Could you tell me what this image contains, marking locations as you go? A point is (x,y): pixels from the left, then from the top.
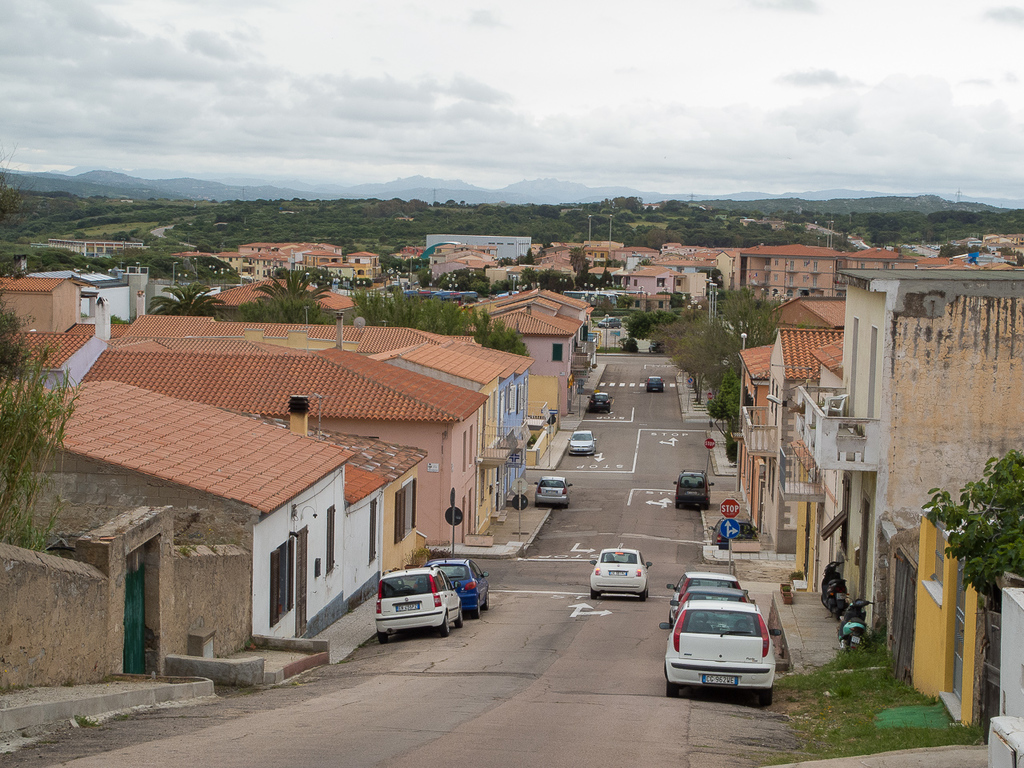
Here in this picture, in the middle (628,443) we can see a road (657,704) present and we can see number of cars (629,561) present on the road (618,435) and beside the road (587,513) on either side we can see number of houses (436,433) and buildings (743,281) present and we can also see some part of ground (839,697) is covered with grass (866,722) and we can see plants (979,594) and trees (384,274) present and we can also see motorcycles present and in the far we can see mountains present and we can see clouds (362,168) in the sky (387,133).
